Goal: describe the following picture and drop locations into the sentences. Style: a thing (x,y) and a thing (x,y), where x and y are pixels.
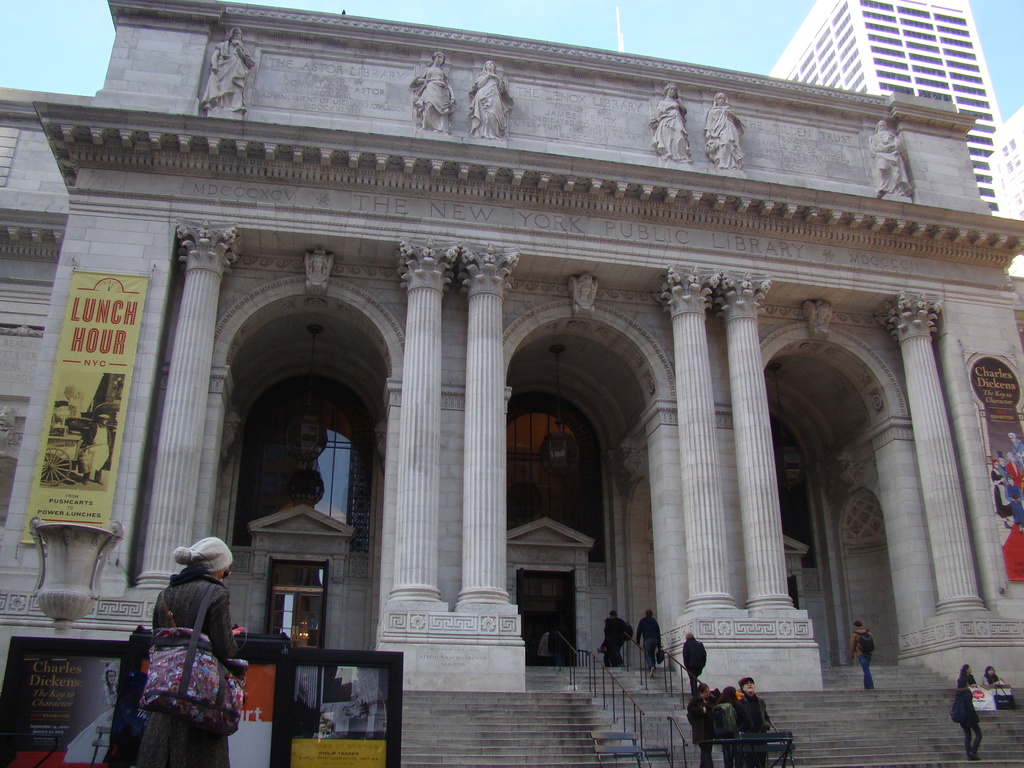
In this image in the center (391,451) there is one building (215,304) and also we could see some statues (234,98) and boards (104,469), at the bottom (545,703) there are some stairs (630,718) and some persons (962,697). In the background (953,96) there are some buildings (871,52), at the top of the image (658,18) there is sky (641,22).
